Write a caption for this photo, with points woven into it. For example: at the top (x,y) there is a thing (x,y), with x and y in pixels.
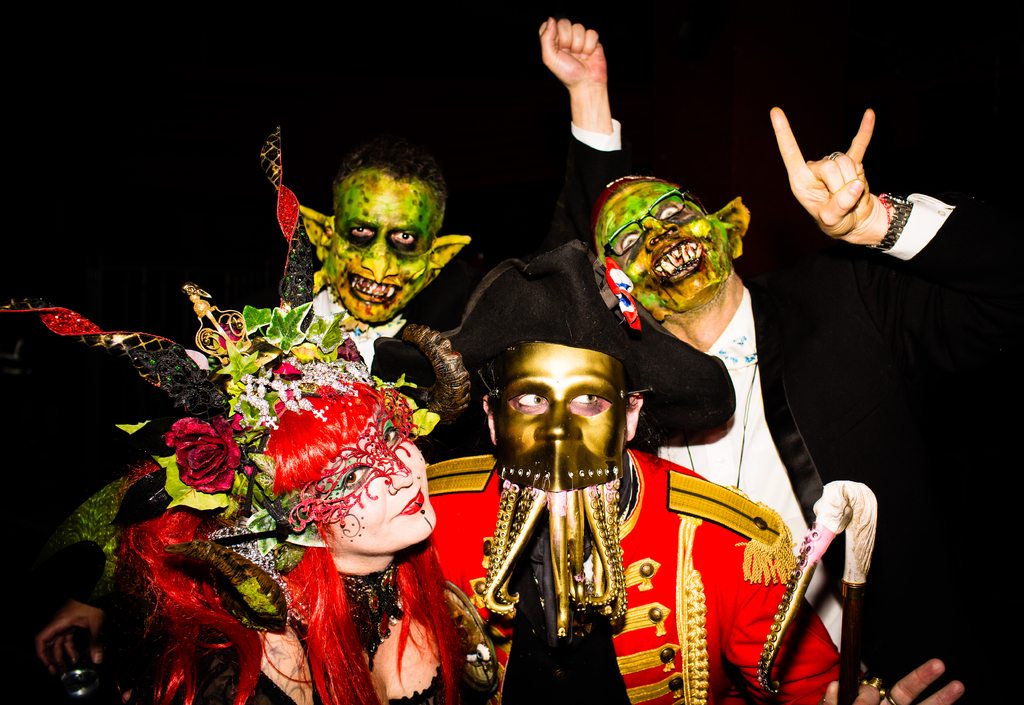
In this image there are four persons (719,531) wearing costumes (426,417).
